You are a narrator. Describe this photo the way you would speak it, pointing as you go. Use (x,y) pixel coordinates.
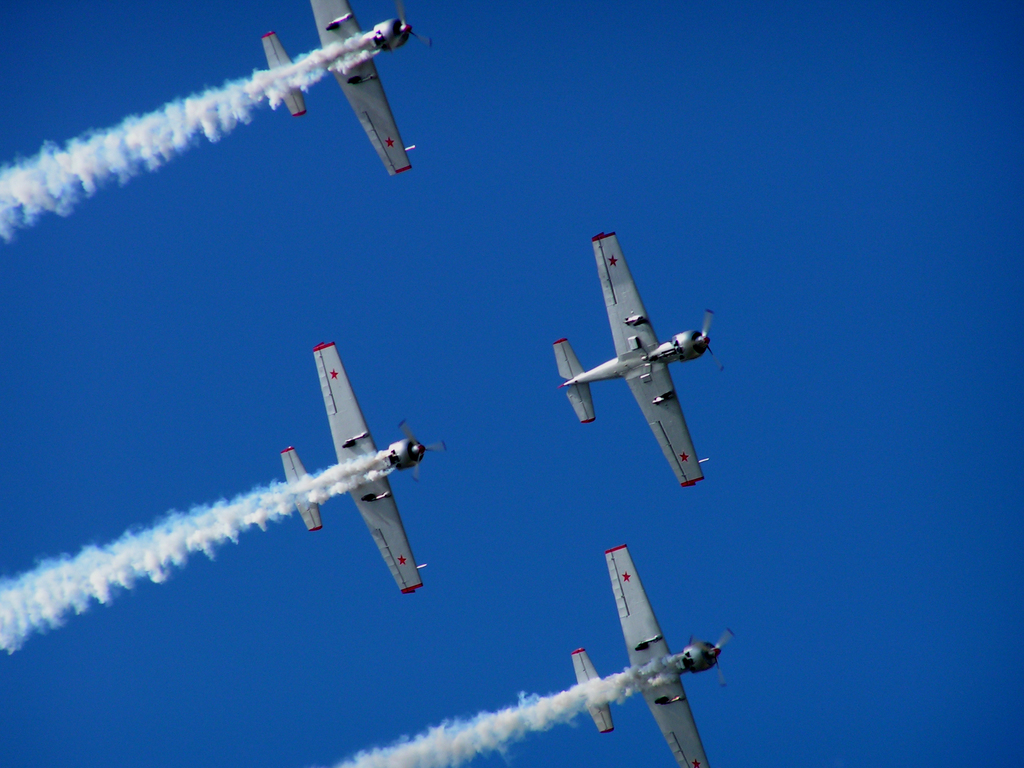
In this image I can see four air crafts (359,432) which are white and red in color are flying in the air (421,159). I can see white colored smoke (297,502) behind them. In the background (522,341) I can see the sky (694,293).
